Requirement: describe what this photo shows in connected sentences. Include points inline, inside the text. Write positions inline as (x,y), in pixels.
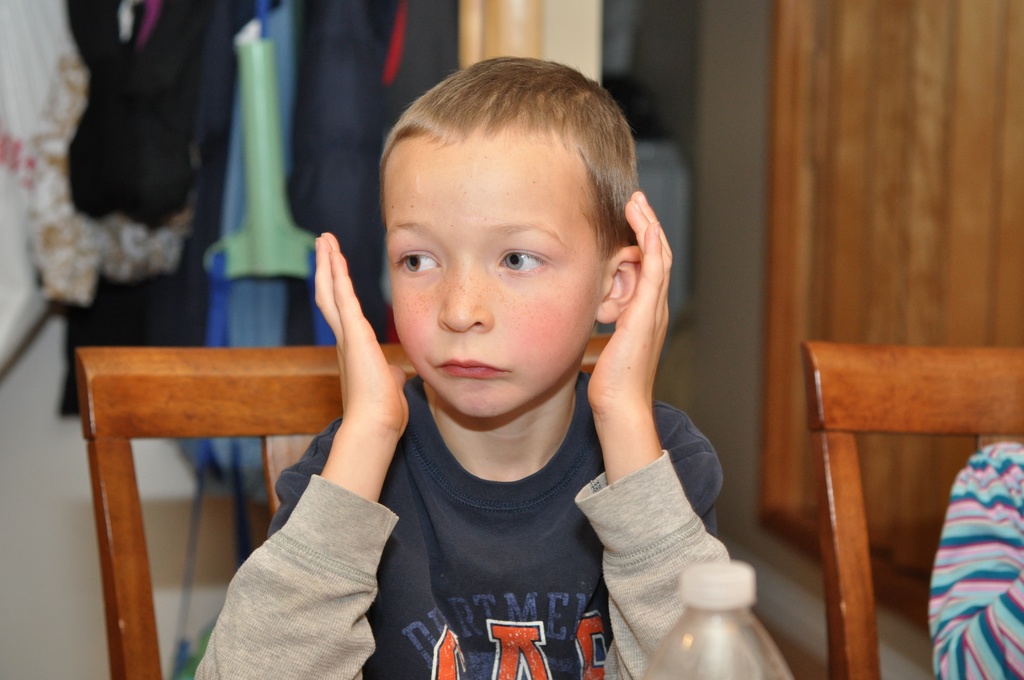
This Picture describe about the small boy (529,333) wearing blue t-shirt (494,577) is sitting on the chair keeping both the hands (644,373) near the ears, behind we can see clothes (141,163) hanging and on the right side (848,116) we can see the wooden panel (911,183).
